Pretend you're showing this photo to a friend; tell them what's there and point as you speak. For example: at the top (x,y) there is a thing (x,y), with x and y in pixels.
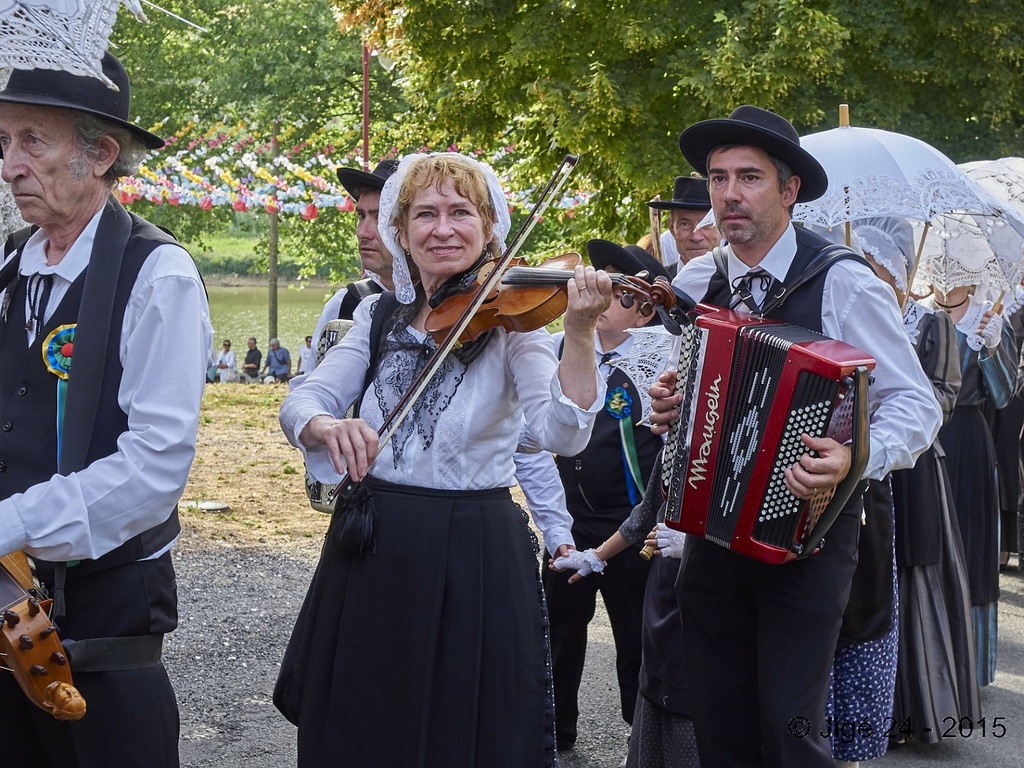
Here I can see few people (151,423) are playing some musical instruments (713,463) and standing on the road (224,714). On the right side (936,317) there are few people (968,458) holding umbrellas (936,269) in their hands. In the background (224,354) there is a lake (227,307) and few people (223,366) are standing. At the top of the image (397,66) I can see the trees (490,78).
